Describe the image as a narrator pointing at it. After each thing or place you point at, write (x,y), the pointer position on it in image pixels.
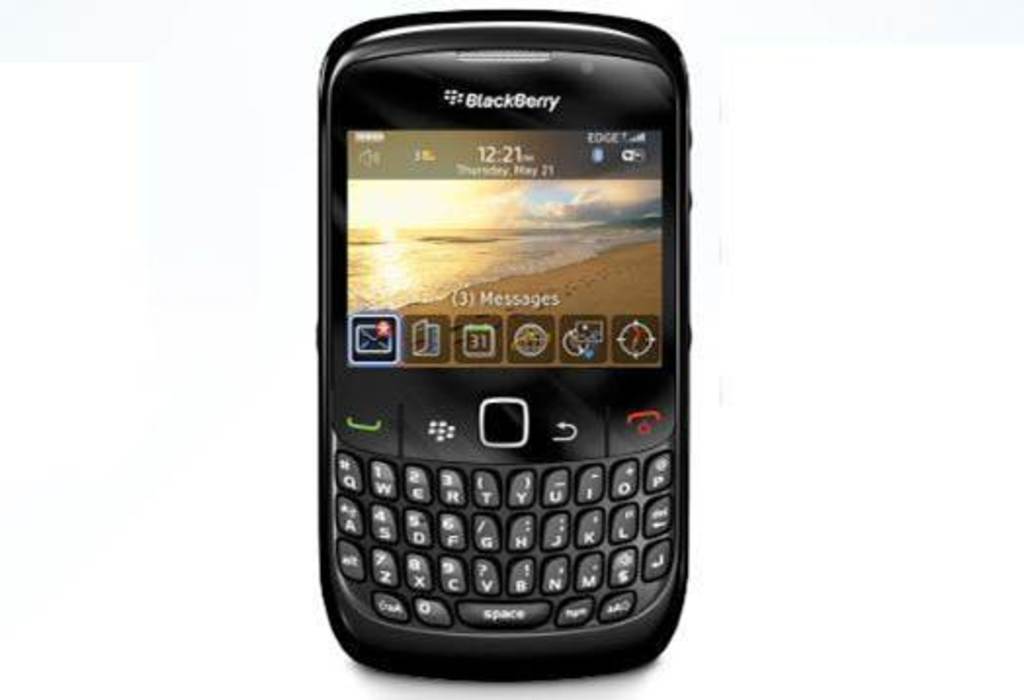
In this image, this looks like a blackberry mobile phone (502,524). This is a keypad (474,493) and the buttons (514,425). I can see the screen (433,307) with the display (516,307). This mobile phone (624,371) is black in color. I can see the apps (606,318) and wallpaper (557,294) in the display (520,332).
